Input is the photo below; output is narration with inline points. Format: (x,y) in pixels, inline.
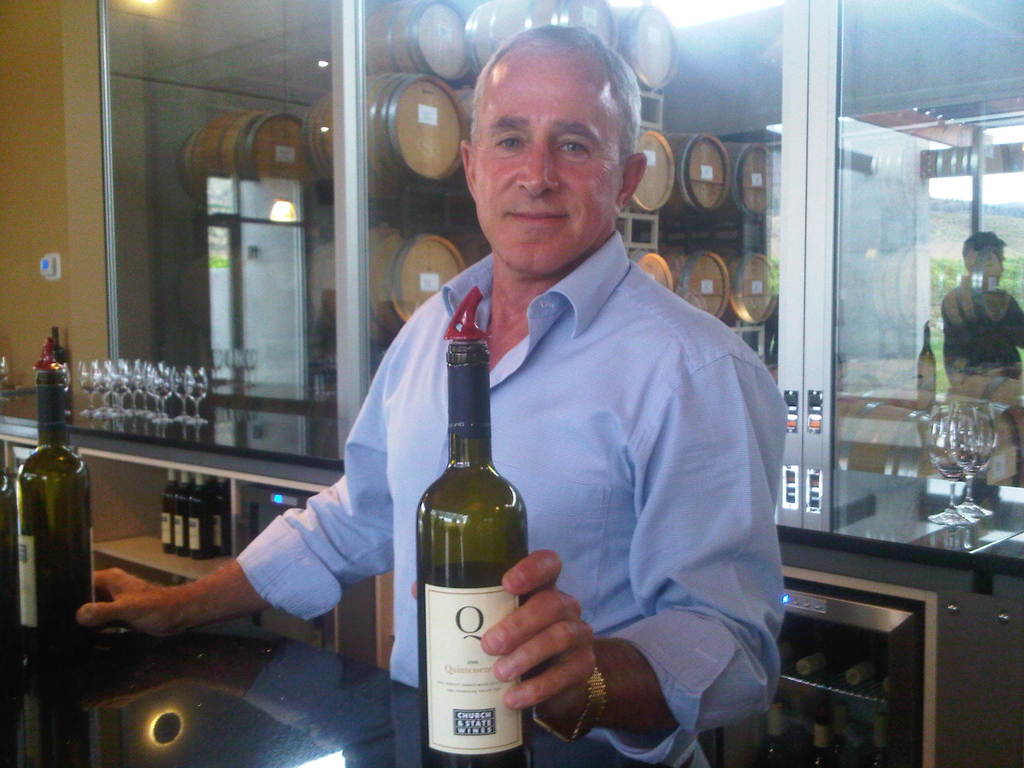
In the middle of the image (618,273) a man (638,296) is standing and holding a bottle (500,749). Behind him there is a glass wall (974,65) and there is a table (274,471) on the table (330,425) there are some glasses (187,412). In front of him there is a table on the table (120,623) there is a bottle (51,425).
